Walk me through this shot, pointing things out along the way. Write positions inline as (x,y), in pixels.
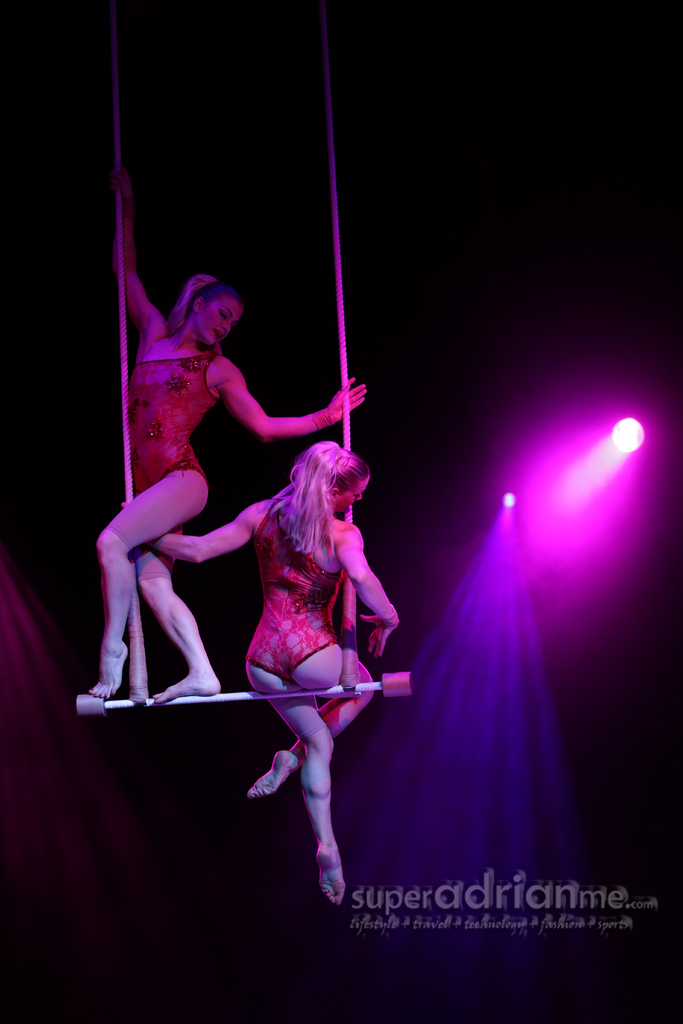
In this picture I can see two persons (326,560) doing aerial dance with a trapeze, there are lights (495,701), and there is a watermark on the image.
